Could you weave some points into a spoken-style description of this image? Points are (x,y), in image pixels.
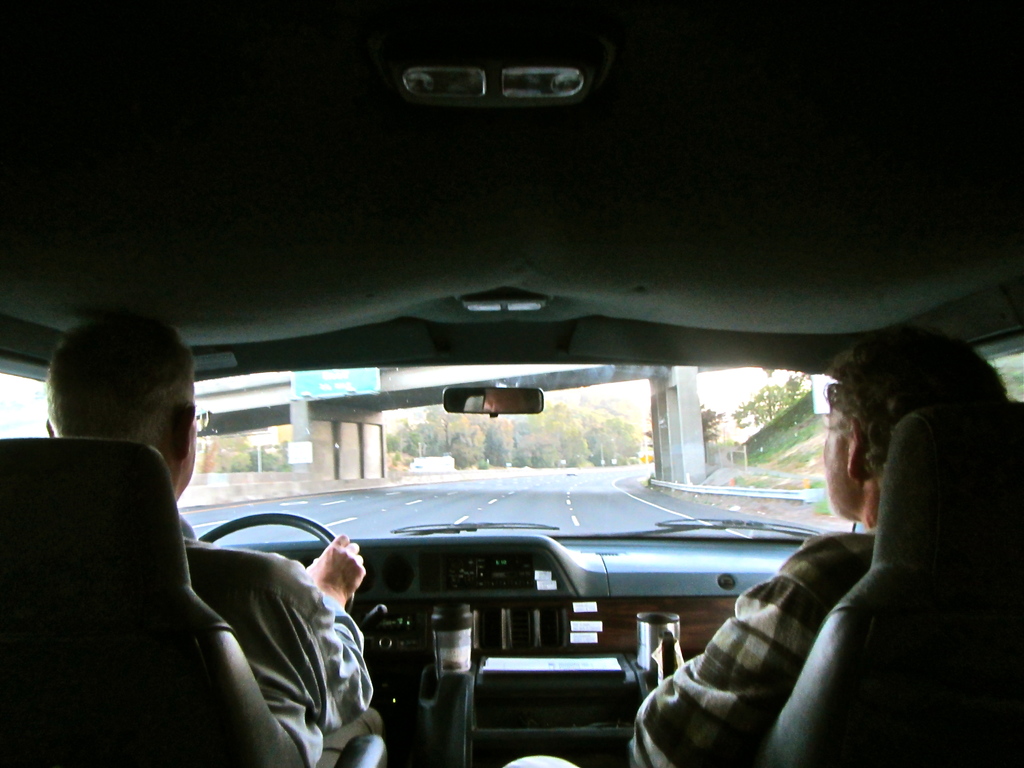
In this image there are two persons (267,675) sitting inside the vehicle (392,608), a person (249,581) holding a steering (246,525), and at the background (369,511) there is road (377,523), plants (563,446), grass (771,480), board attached to the bridge (222,431), trees (769,397), sky (727,389).
